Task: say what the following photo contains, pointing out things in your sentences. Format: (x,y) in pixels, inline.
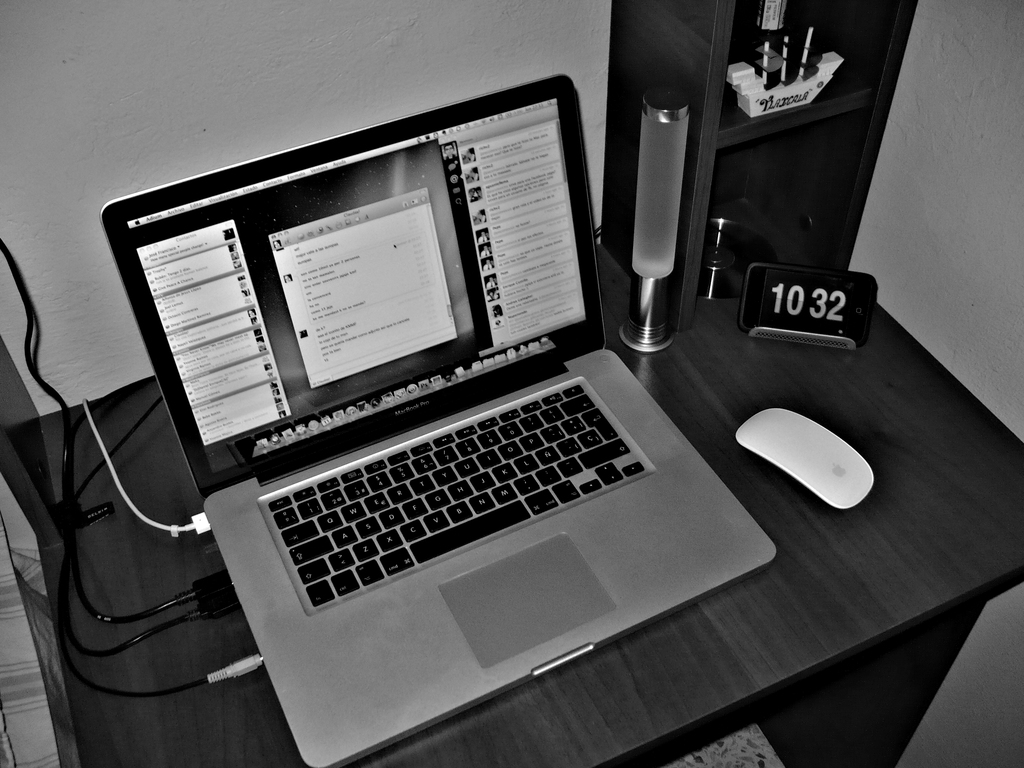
in this image the laptop (527,235) and the rack (774,205) some metal (670,254) and disc (722,278) is placing on the table (953,511) and the back ground is little bit dark.
